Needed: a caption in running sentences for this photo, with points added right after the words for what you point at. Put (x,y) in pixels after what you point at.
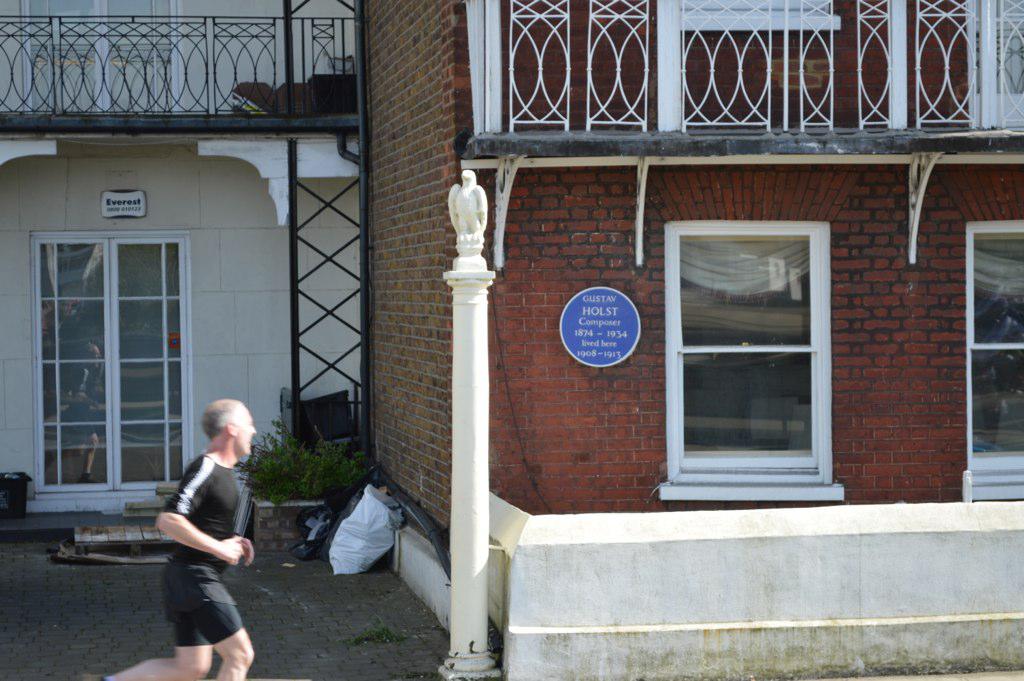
In the bottom left corner (237,654) we can see a man (244,638) is running. In the background of the image (215,186) we can see the buildings (576,288), railing (744,45), door (113,318), windows (680,302), boards (595,344), rods (359,253), pole (453,356), planter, bags (325,517) and container (20,481). At the bottom of the image (270,609) we can see the pavement (370,664).
